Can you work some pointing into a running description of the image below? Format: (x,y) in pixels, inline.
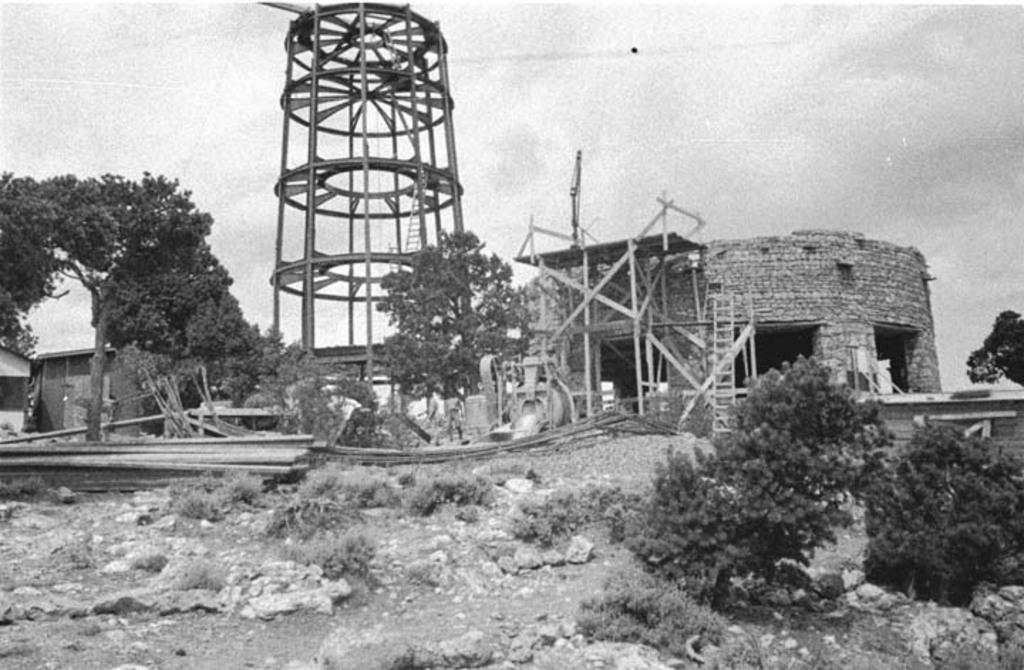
This is a black and white image in this image there are plants (482,319) and there are some construction materials (315,54), in the background (960,81) there is a sky (504,235).
